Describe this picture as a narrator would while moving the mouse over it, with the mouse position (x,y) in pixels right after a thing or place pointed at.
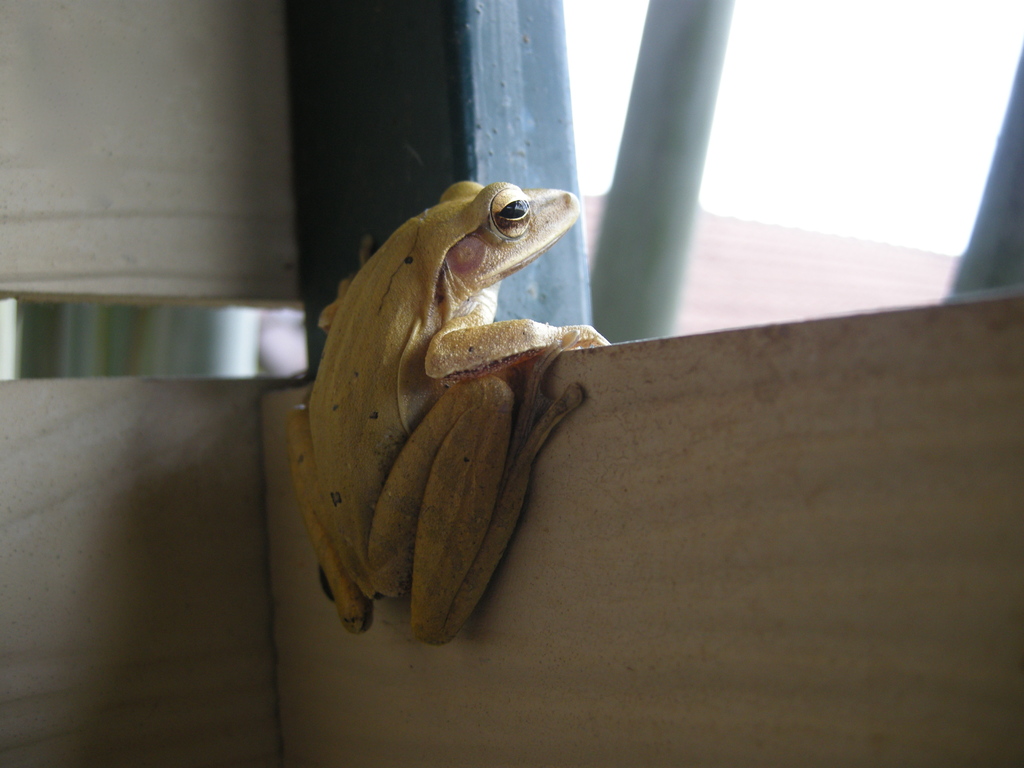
In this picture we can see frog (439,398) climbing on a wall (671,440) and in the background (654,280) we can see rod (670,103), roof top (732,264), sky (808,83) and pillar (470,101).
